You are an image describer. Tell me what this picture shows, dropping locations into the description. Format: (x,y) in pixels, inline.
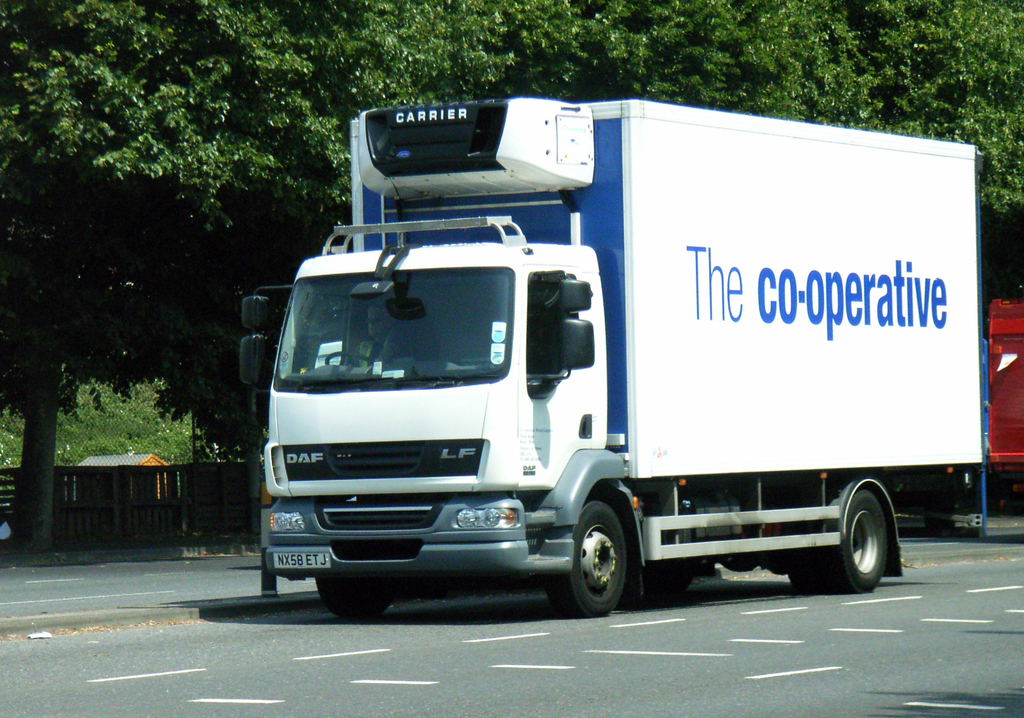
In this image we can see a vehicle (295,410) on the road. We can also see a wooden fence (104,494), a house (159,482) with a roof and a group of trees (142,353).
